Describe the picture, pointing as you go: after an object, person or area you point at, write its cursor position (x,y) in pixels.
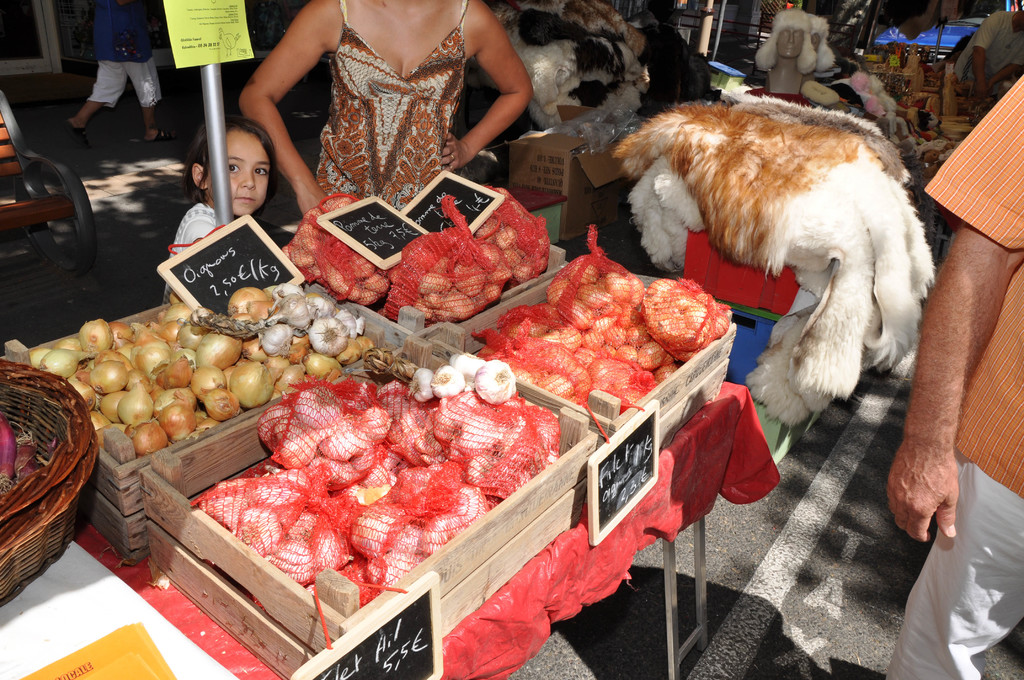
In this image I can see there are few boxes (468,350) kept on the table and in the boxes (166,462) I can see food items (489,480), slates (277,272), beside the boxes (15,352) I can see wooden baskets (52,475), in front of boxes (344,598) I can see a stand (224,130) and woman (349,135), baby (251,164), in the top left (126,41) I can see a person (111,96) walking on road (112,141), and there is a bench (79,221), on the right side (989,270) I can see person (937,297), box (769,306) contain clothes (702,155) and another person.
